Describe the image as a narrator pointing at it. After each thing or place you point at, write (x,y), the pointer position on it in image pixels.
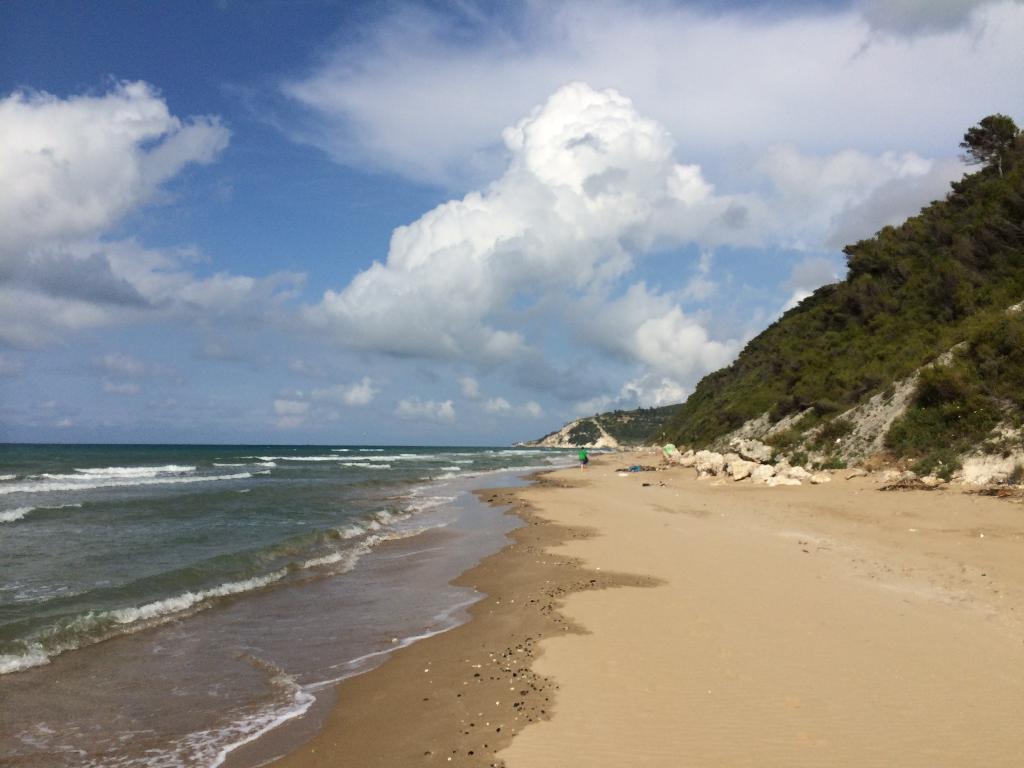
In this image there is the sky (497,127) towards the top of the image (497,127), there are clouds (519,183) in the sky (407,219), there is water (102,550) towards the left of the image (120,531), there is sand (653,513) towards the bottom of the image (672,600), there are objects (660,485) on the sand (650,532), there is a mountain (884,401) towards the right of the image (860,345), there are trees (891,313) on the mountain (861,333).
